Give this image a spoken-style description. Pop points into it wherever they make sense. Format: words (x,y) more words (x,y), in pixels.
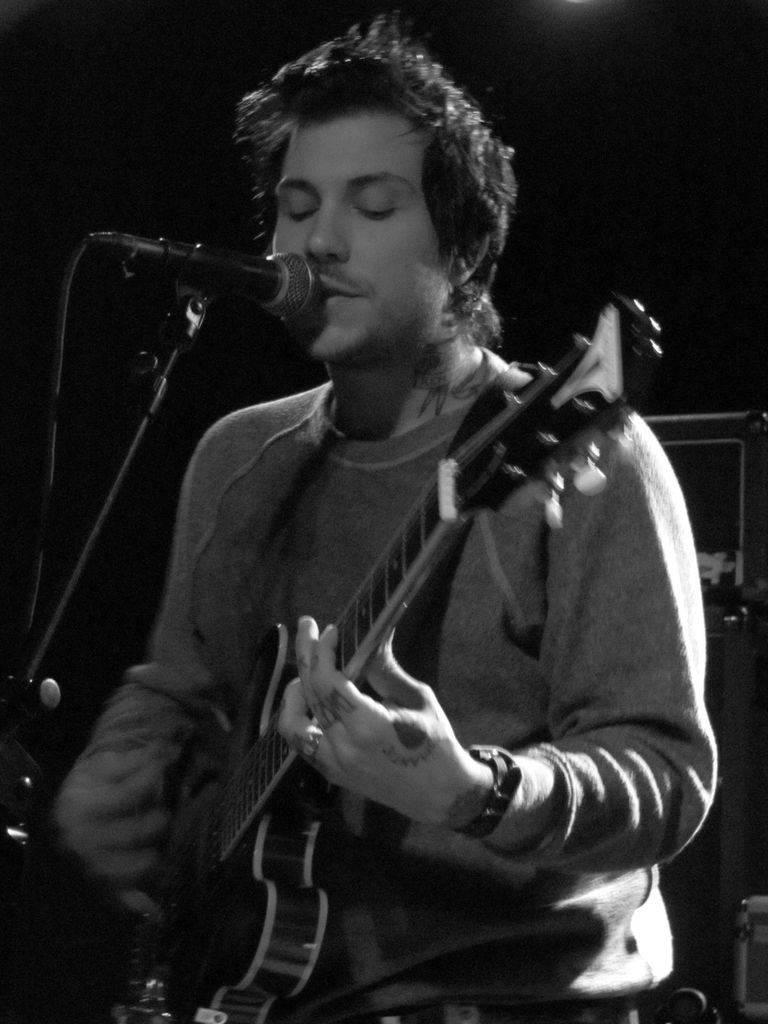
In the image we can see there is a man (328,673) who is standing and holding guitar (554,486) in his hand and in front of him there is mic (196,269) with a stand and the image is in black and white colour.
